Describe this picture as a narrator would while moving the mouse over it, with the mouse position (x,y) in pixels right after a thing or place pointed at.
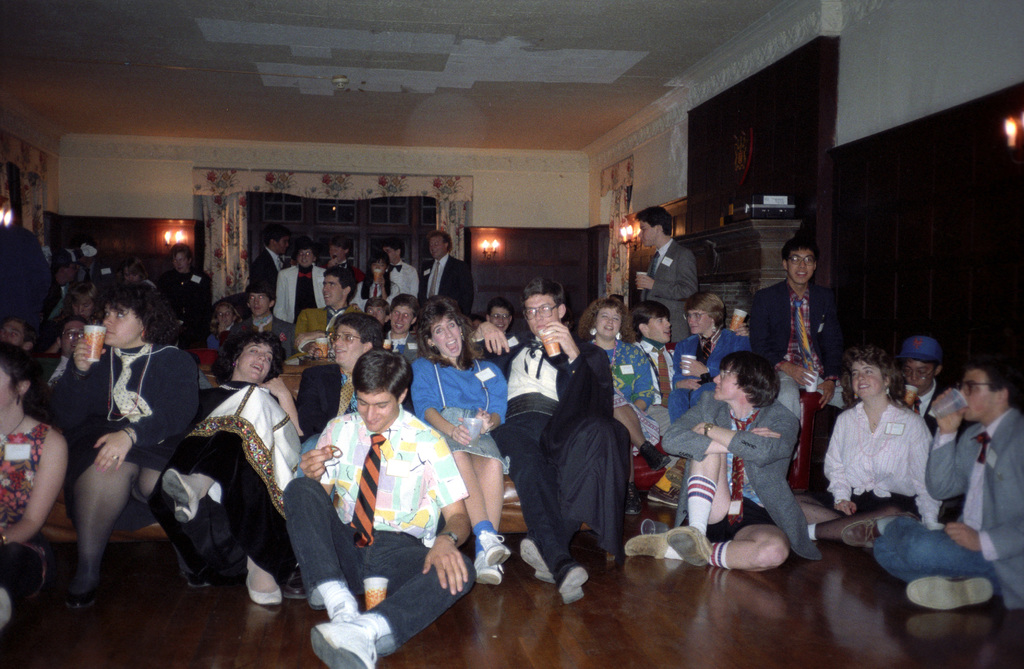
In this picture we can see some people (561,436) are sitting in the front (223,429), in the background (430,268) there are some people (409,290) standing, at the bottom (685,638) there is floor (630,629), we can see lights (495,253), curtains (449,227), windows (398,230) and a wall (546,219) in the background (540,208), we can see the ceiling (435,54) at the top of the picture (381,51).
